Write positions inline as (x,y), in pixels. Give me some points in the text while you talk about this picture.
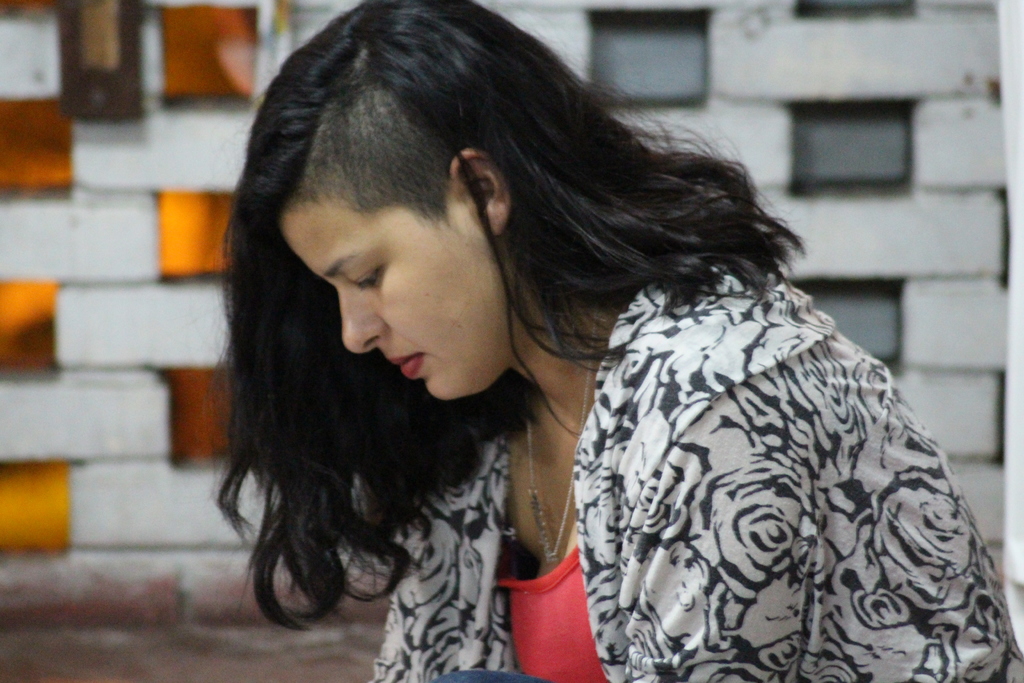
This image consists of a woman (519,483) wearing white and black jacket (715,599). At the bottom (189,670), there is a ground (151,663). In the background (200,113), there is a wall (957,359) made up of bricks (138,382).
